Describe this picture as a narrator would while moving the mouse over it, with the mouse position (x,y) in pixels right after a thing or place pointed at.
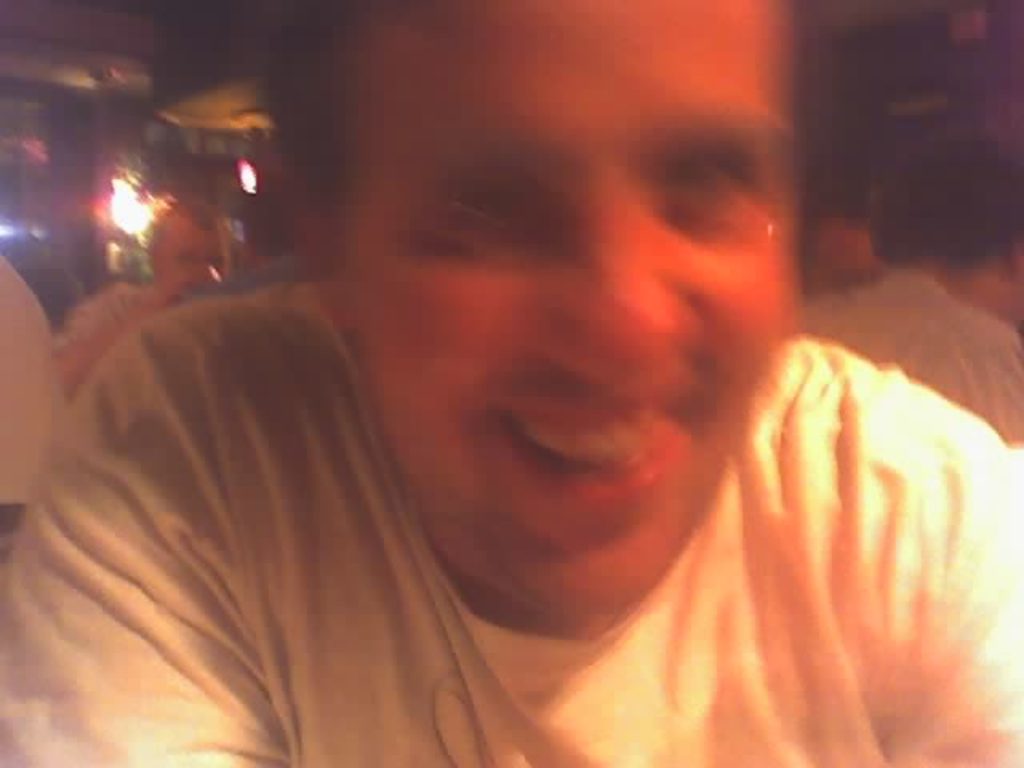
In this image in the foreground (790,273) there is one person (703,471) smiling, and in the background (113,311) there are some lights (145,207) and some persons (934,212), tents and some other objects (205,137).
